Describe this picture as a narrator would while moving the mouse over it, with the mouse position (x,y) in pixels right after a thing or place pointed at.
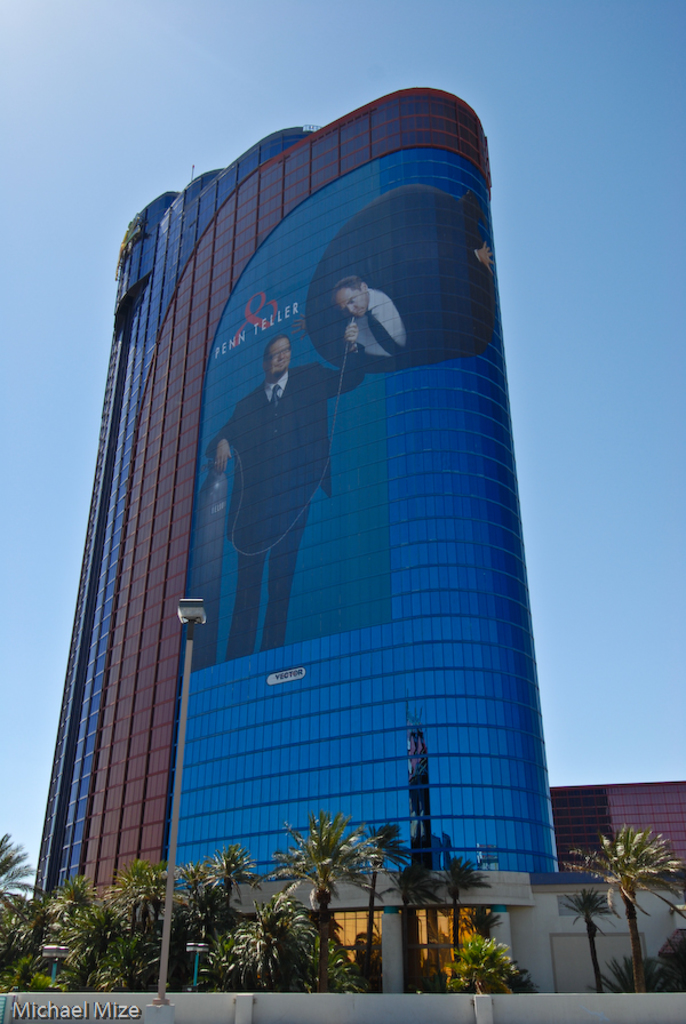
In this image, there is a blue and brown color glass building (141,583), on that building (272,665) there is a poster (349,565) of two men (281,582), there are some green color trees (175,930), at the background (592,617) there is a blue color sky (573,123).
